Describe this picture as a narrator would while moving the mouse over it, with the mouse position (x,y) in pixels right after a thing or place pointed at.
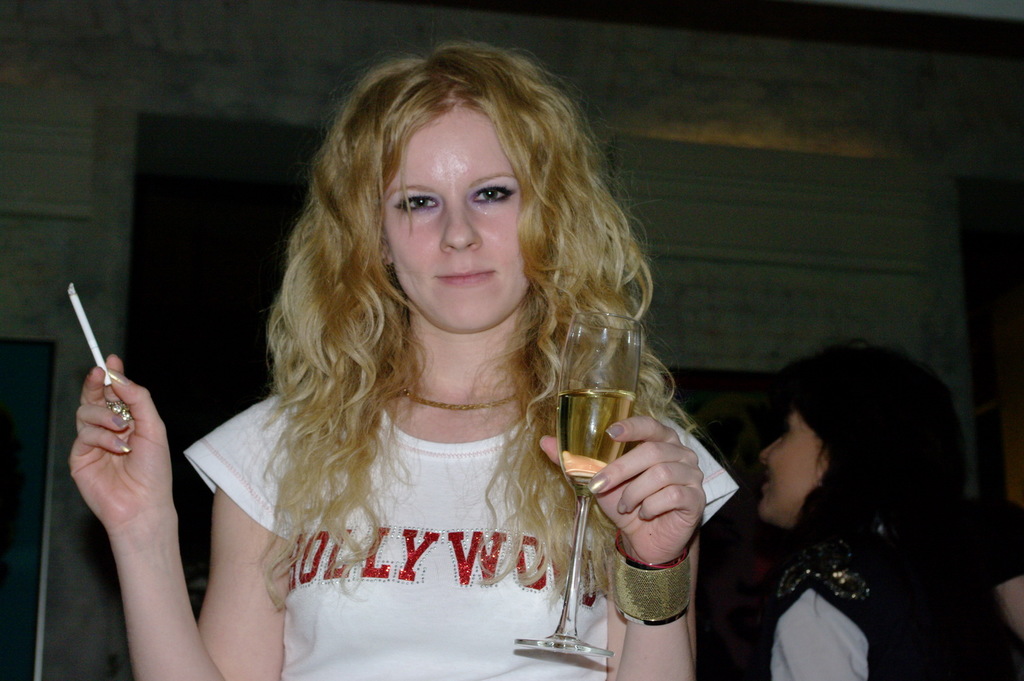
In the middle of the image (535,256) a woman (555,160) is standing and holding a glass (566,477) and cigarette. Behind her few people (1008,573) are standing. Top of the image (882,66) there is wall (124,81).
